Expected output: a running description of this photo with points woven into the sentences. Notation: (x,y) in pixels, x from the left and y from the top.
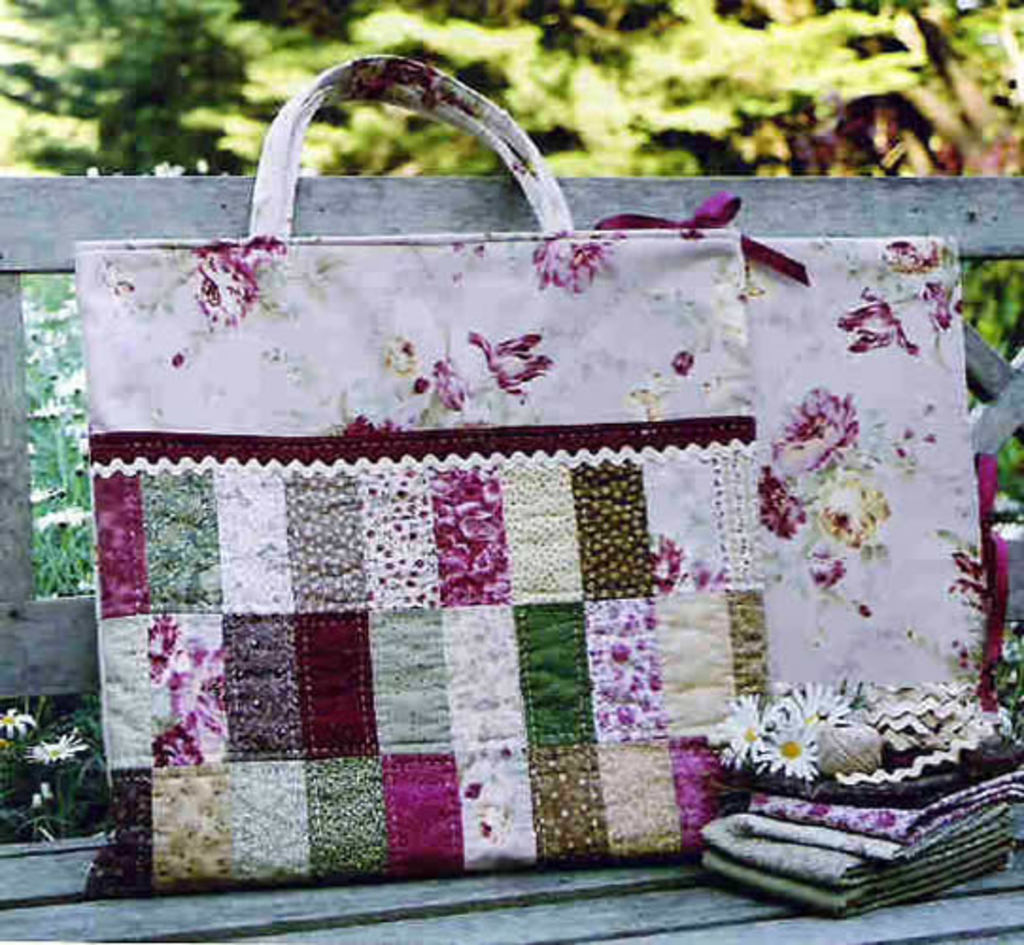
There is a bag (457,448) in this picture placed on the bench (617,910) here and a gift packing (837,497) beside the bag (672,565). In the background (114,78) there are some trees (523,38) here.
